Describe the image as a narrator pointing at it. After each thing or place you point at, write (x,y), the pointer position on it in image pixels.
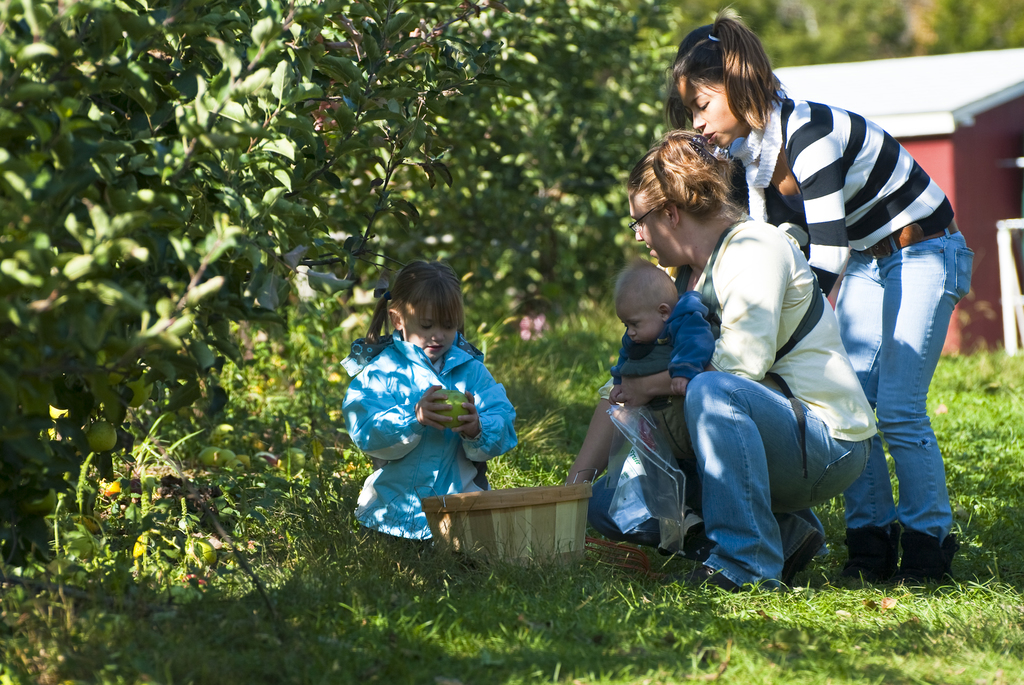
In this image we can see a few people (647,303), one of them is carrying a baby (665,350), a girl (425,347) is holding a fruit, there is a basket (463,537), there are plants (571,272), trees (518,170), and the grass (325,496), also we can see a house (929,147).
